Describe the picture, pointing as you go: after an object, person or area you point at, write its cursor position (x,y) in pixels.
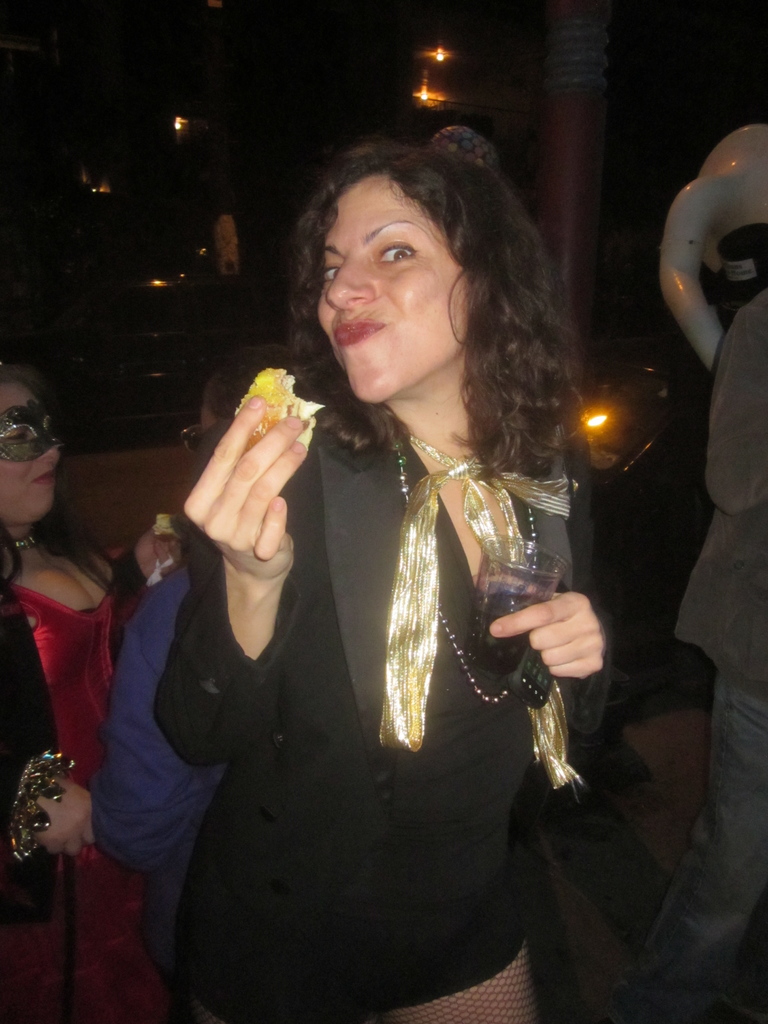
There is a lady (357,572) holding a glass (501,589) and a food item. She is wearing something on the neck (446,486). In the back (71,612) there are few people (707,563). Lady (114,560) on the left (65,558) is wearing a mask (0,440). In the back (592,413) there are lights (588,423) and a pillar (550,98). In the background (156,153) it is looking dark.
